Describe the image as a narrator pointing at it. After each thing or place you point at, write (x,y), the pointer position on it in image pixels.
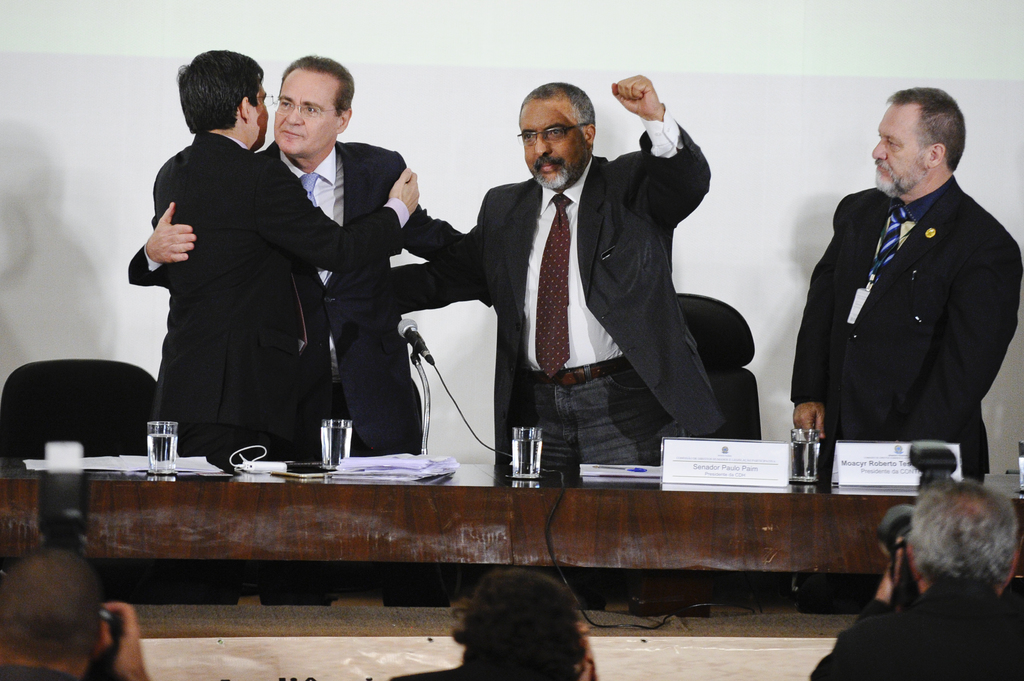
in this image i can see four suited up (516,335), standing. the men (209,166) at the left side (250,188) are greeting each other. the man (545,300) at the center (546,280) is raising his hand (633,106). the man (876,313) at the right (864,324) is watching them. below, there is a desk (386,493) which consists of many papers (411,462), water glasses (522,452) and microphone (416,343). there are three people (882,609) taking their photographs.
